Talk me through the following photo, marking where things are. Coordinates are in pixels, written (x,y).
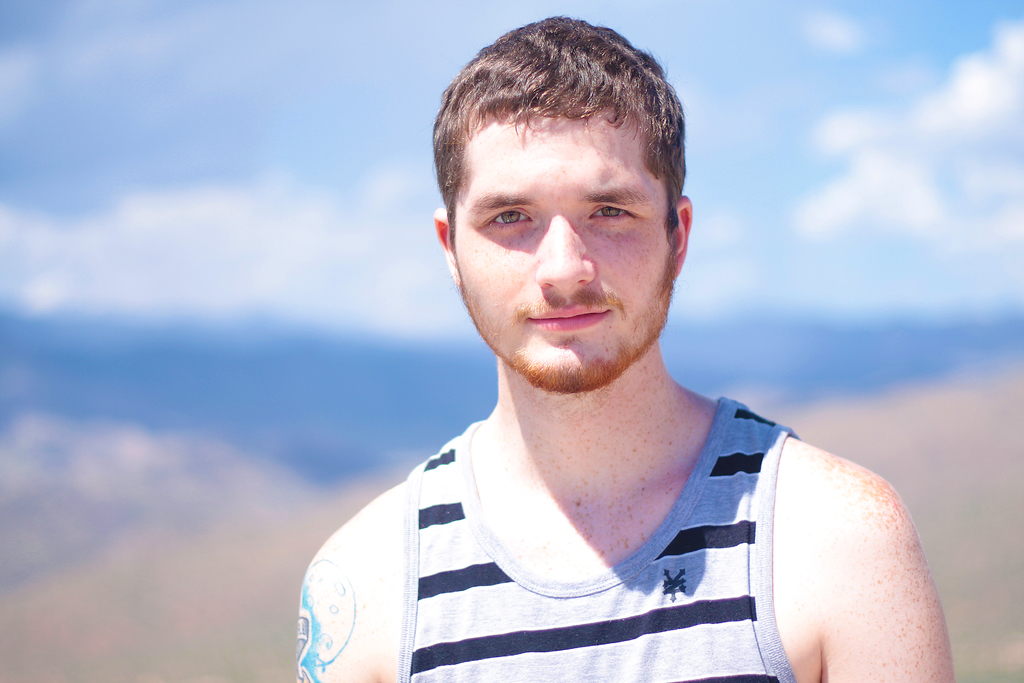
This picture shows a man (604,319) standing and we see blue cloudy sky (303,296).
